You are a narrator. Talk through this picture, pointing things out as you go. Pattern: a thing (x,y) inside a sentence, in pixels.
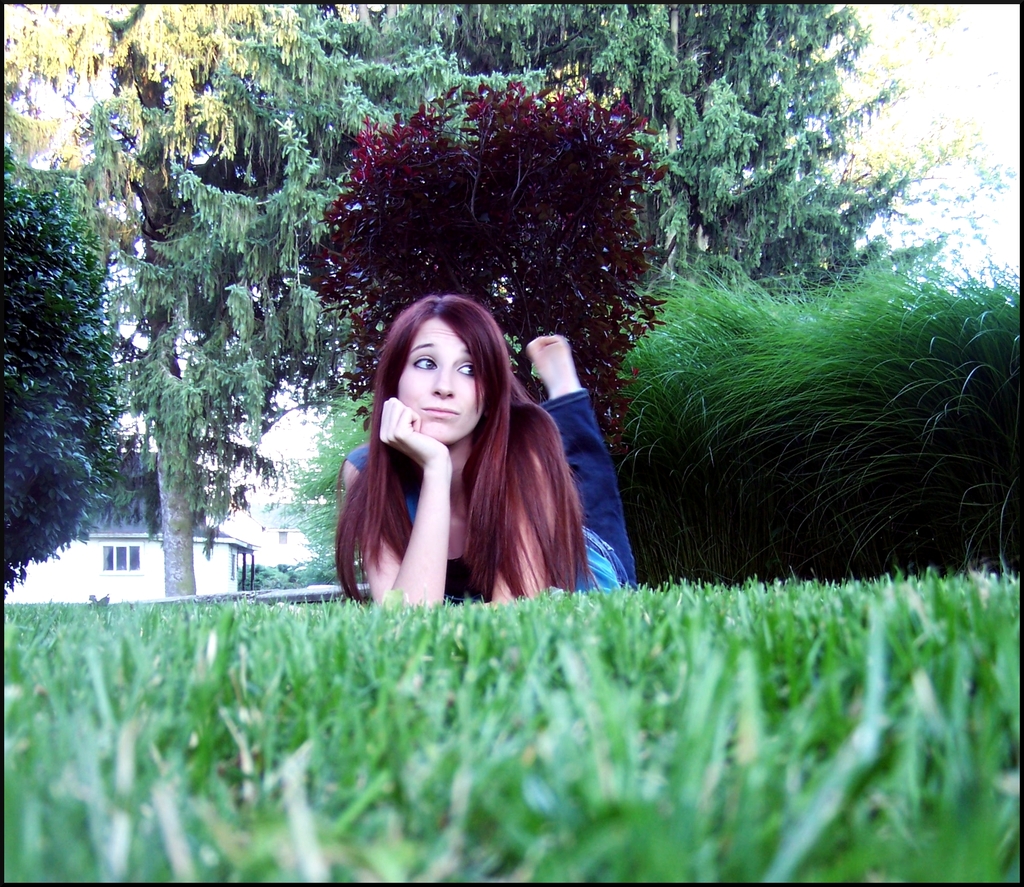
In the image in the center (504,351) we can see one woman (406,424) lying on the grass (540,605). In the background (474,167) we can see sky (948,74), trees (24,550), building (232,542), wall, roof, window (127,560), plants (678,392) and grass (137,628).
